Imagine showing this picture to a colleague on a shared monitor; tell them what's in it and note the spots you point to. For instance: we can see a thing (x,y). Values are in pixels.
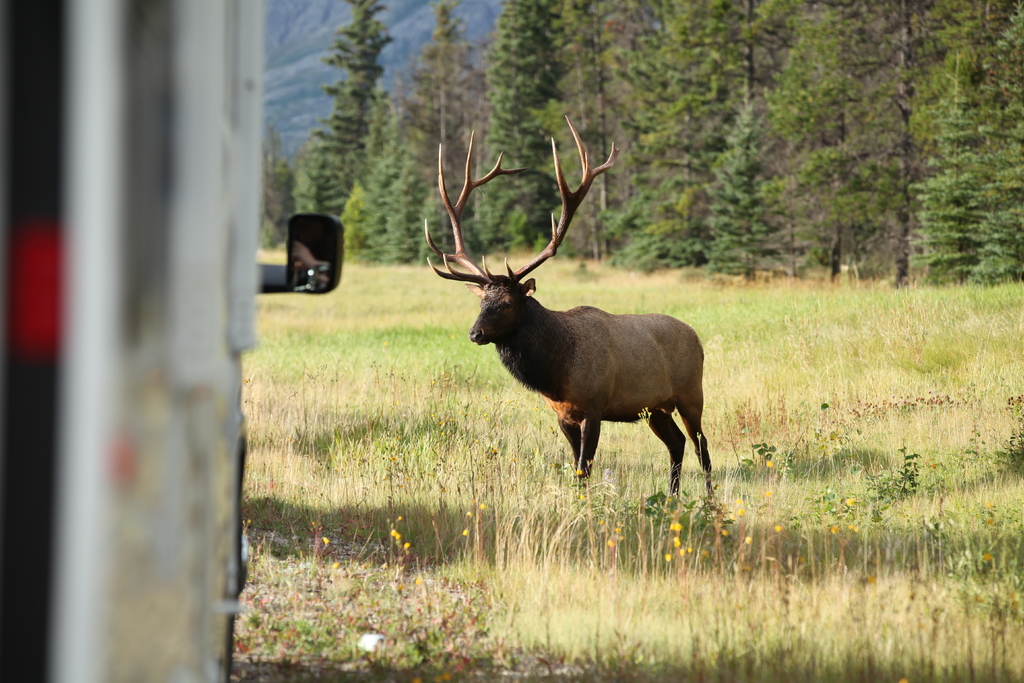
In this image we can see an animal (594,420) on the grass (667,579). On the left side of the image (171,405) we can see a vehicle (139,361) which is slightly blurred. In the background (348,237), we can see trees (531,184) and the hill (392,42).
